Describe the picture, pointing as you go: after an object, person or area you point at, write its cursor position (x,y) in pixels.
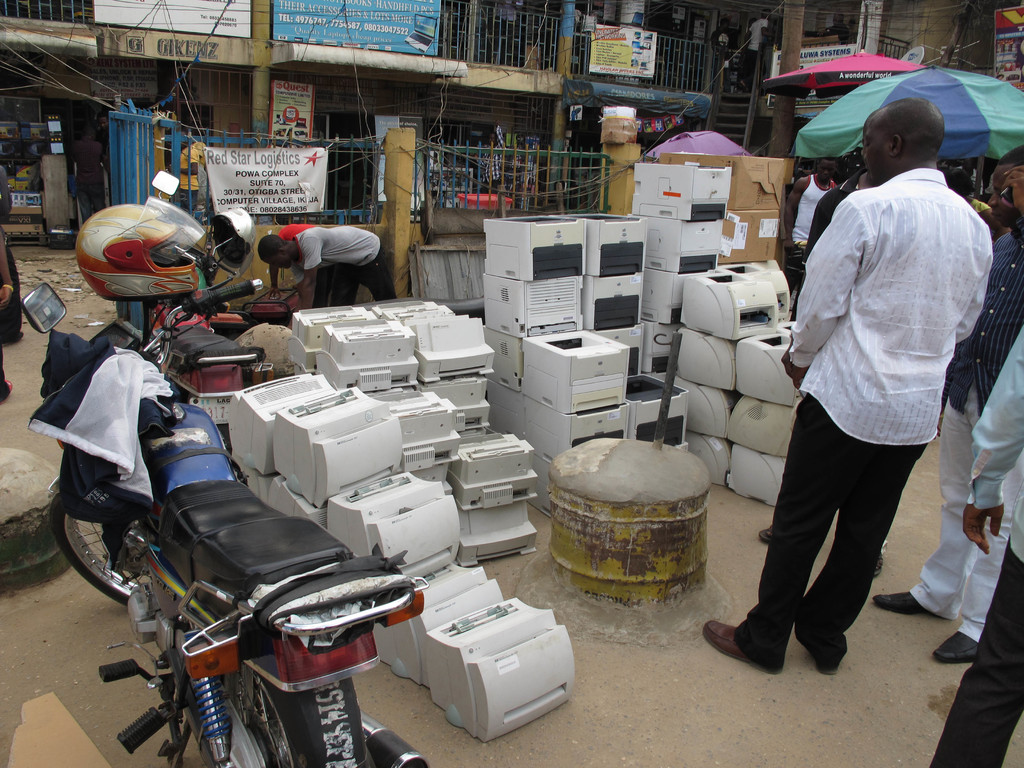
In this image we can see machines (531,360), people (930,272), umbrella (850,102), vehicles (220,609), helmet (129,279) and hoardings (298,201). These are steps (735,118).
